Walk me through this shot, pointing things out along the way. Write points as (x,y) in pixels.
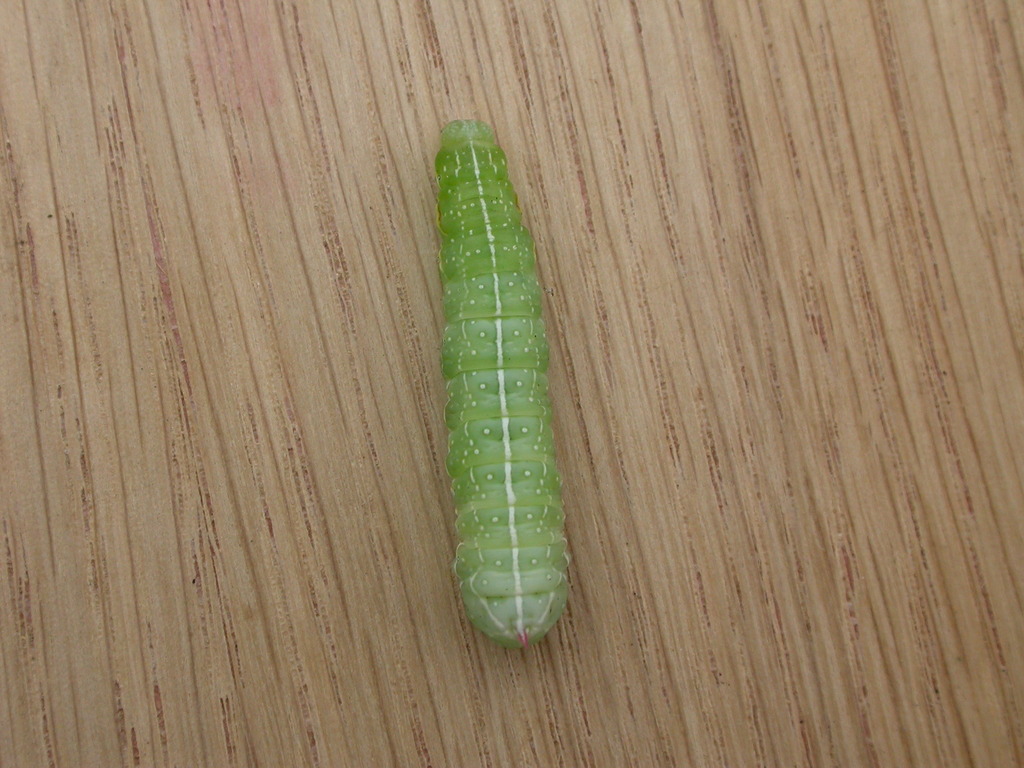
In this picture I can see a caterpillar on the wood (103,205).
